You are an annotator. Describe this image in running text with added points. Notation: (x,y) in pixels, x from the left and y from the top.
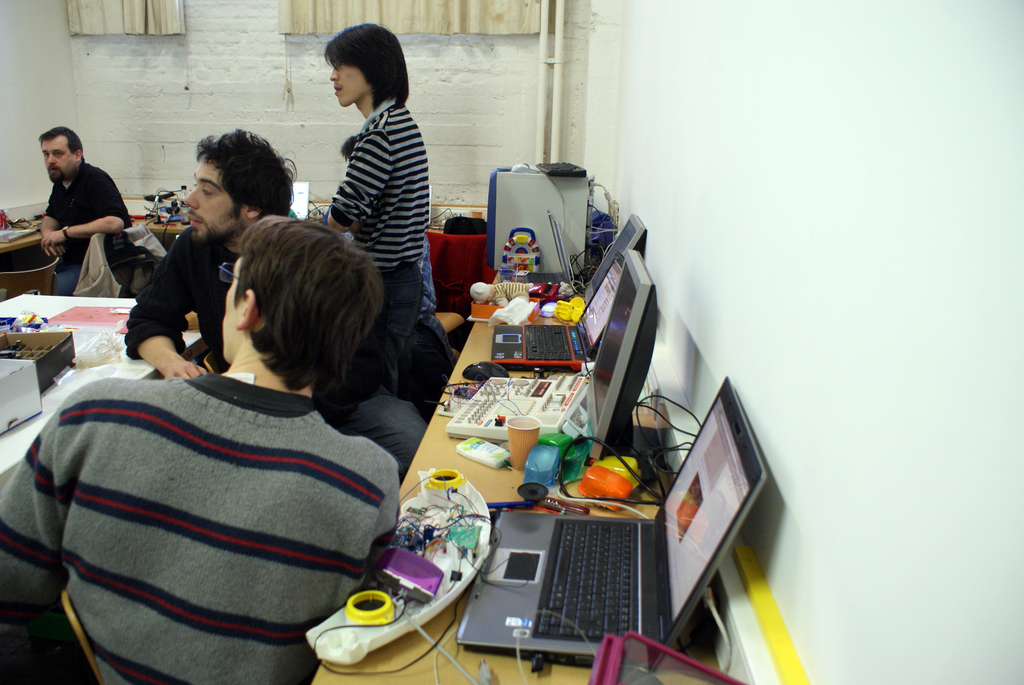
In this picture there are people (226,333) and we can see laptop's (665,512), monitor (607,380), cables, mouse (499,377) and objects (65,331) on tables (41,304). In the background of the image (205,26) we can see curtains (129,32), pipes (538,108) and wall (521,109).
